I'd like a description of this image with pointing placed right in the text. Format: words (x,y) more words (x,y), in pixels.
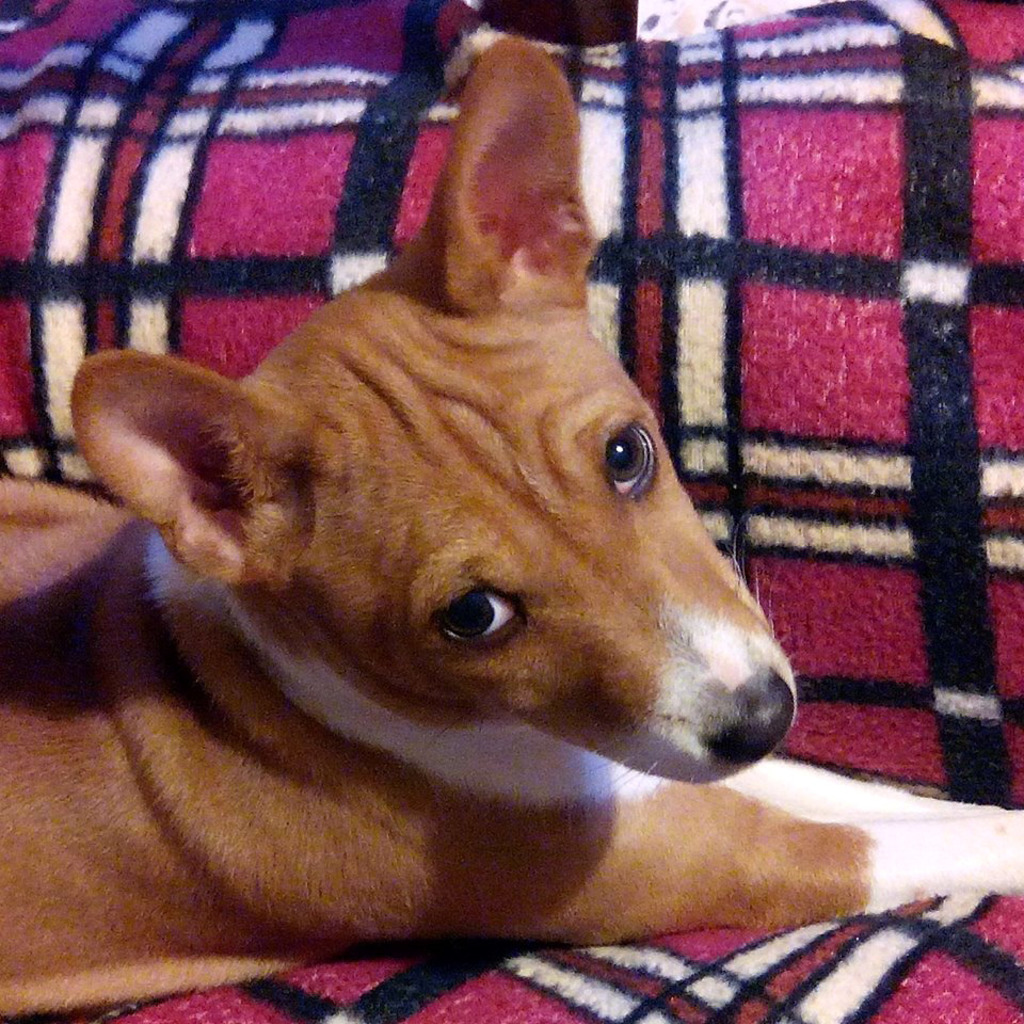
In this image there is a dog (548,547) sitting on the cloth (358,265).
